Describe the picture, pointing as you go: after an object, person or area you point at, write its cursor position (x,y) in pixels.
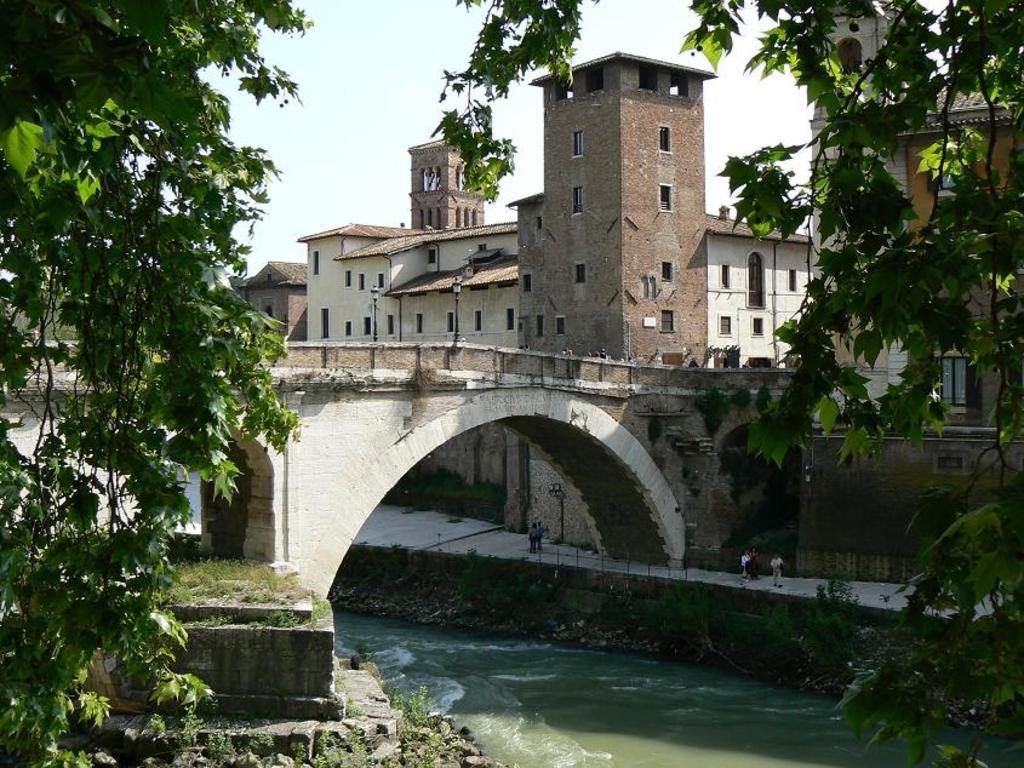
In this image at the bottom (484,692) there is a river (576,692), and in the center (350,426) there is a bridge (737,427) and there are some people (752,563) standing. And some of them are walking, and also we could see some trees (183,241), buildings (693,189), plants (419,729), grass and walkway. At the top (375,141) there is sky (706,155).
